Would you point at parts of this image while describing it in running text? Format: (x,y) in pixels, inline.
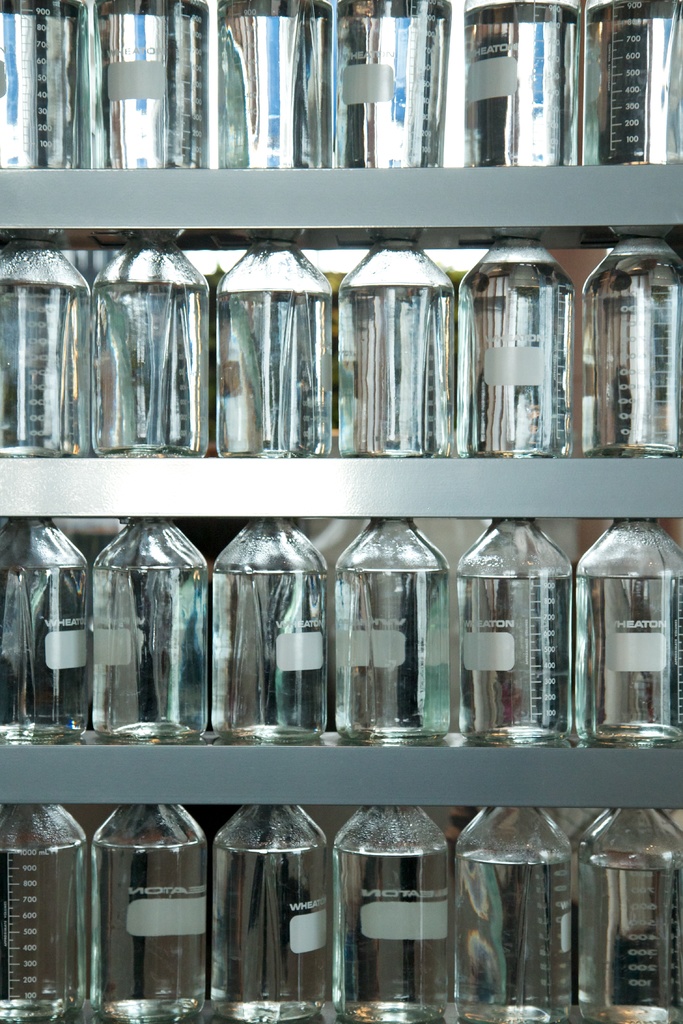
In this picture there are glass bottles (246,643) in a shelf (372,763).
